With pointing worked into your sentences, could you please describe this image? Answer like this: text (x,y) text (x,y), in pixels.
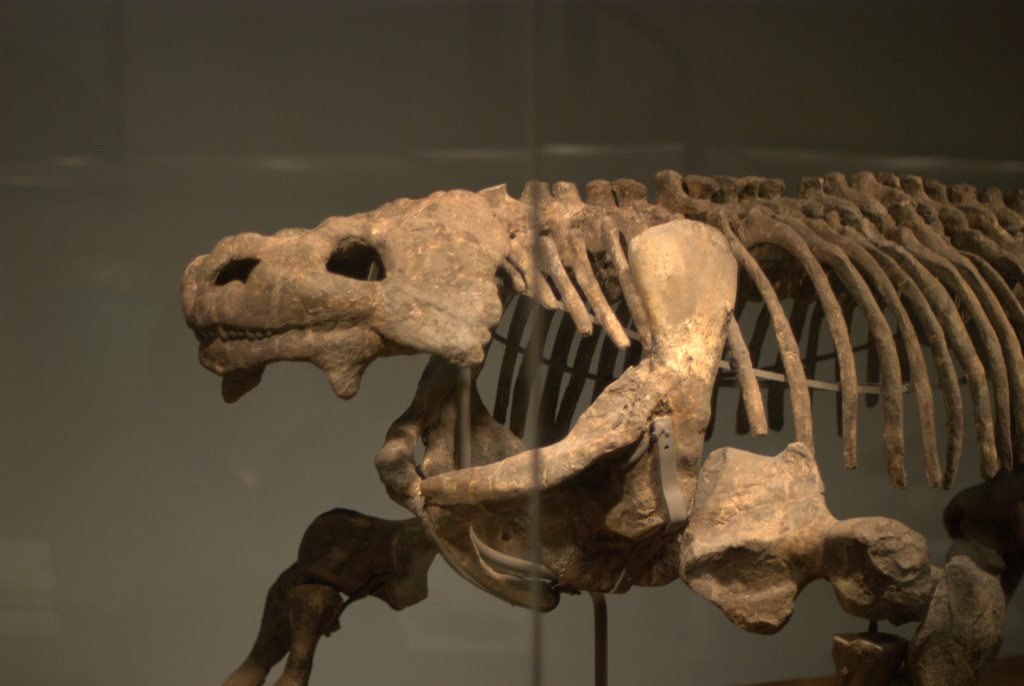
Here in this picture we can see a skeleton of an animal (573,548) present over there.
